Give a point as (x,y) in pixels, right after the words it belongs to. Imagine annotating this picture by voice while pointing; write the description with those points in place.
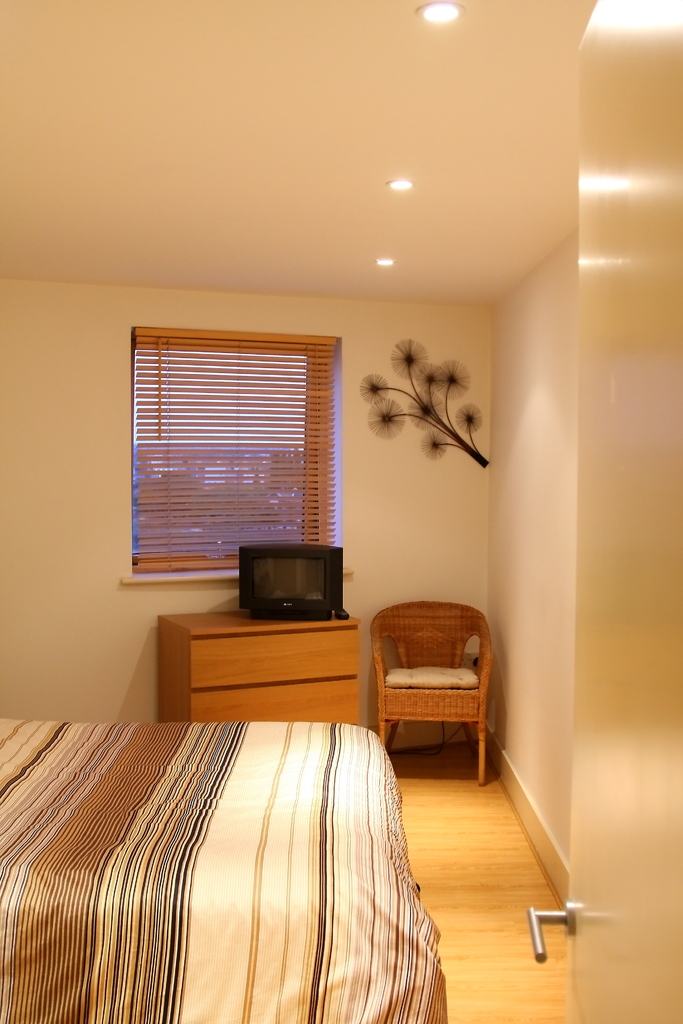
In this picture we can see a room (446,97) with bed (126,726), chair (388,694), cupboard (336,666) and on cupboard (239,624) we have television (257,555), window (205,489) with curtains (239,395) and here it is a door (573,794).
